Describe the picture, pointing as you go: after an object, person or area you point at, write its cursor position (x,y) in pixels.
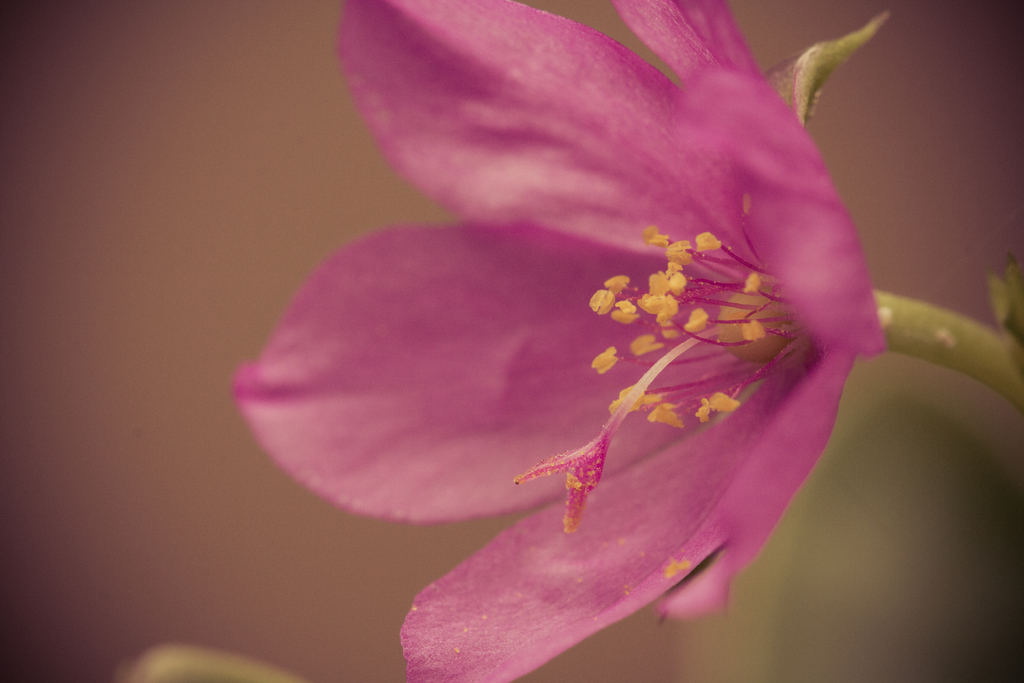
In this picture I can see a flower (731,438) to the stem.
